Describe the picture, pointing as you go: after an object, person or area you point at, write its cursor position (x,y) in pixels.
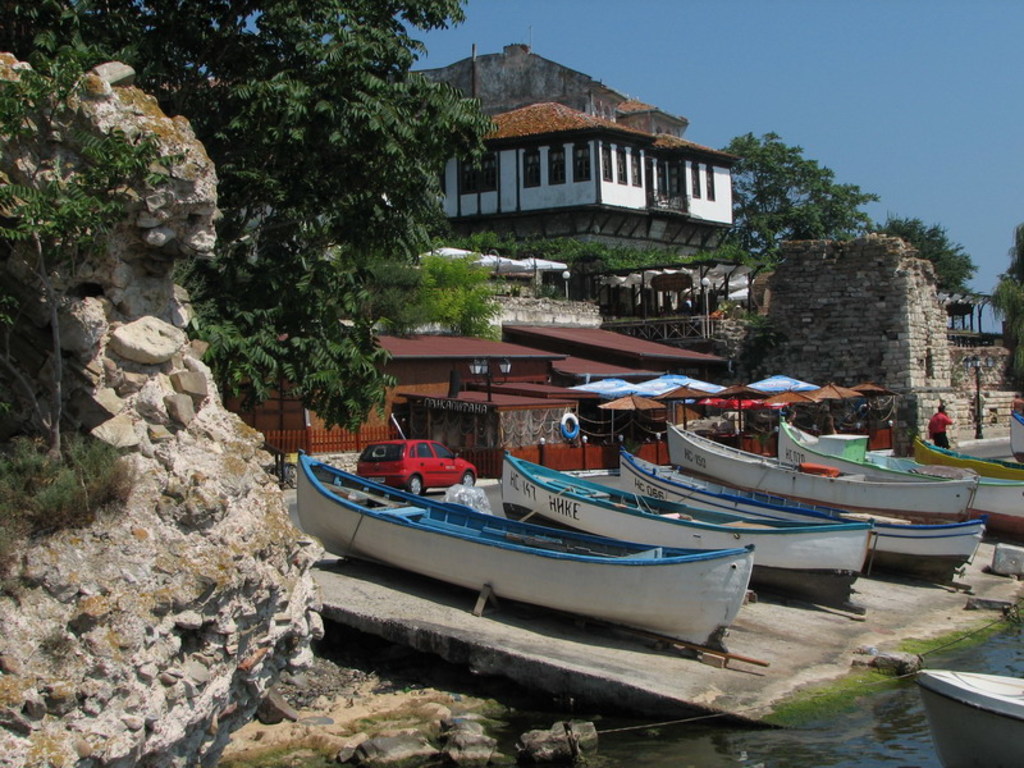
In the foreground of the picture (476,592) there are boats (508,592), water body (992,658) and rock (176,598). In the middle of the picture (618,349) we can see umbrellas (775,381), houses (446,414), car (412,458), road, person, tree (275,246) and buildings (650,188). In the background (650,188) there are trees (455,109) and building (575,105). At the top (682,24) there is sky (903,112).
